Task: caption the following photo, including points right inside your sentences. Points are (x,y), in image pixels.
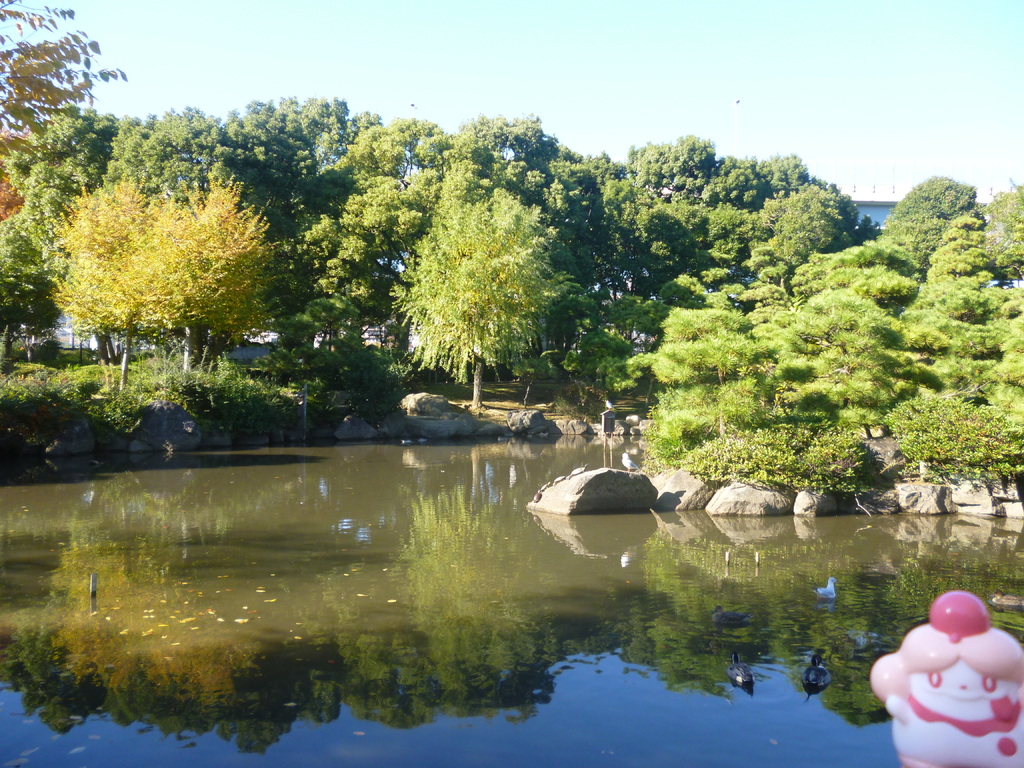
In this picture I can observe a pond (345,552) in the middle of the picture (456,497). In the background (465,286) there are trees (463,190) and sky (516,67).
